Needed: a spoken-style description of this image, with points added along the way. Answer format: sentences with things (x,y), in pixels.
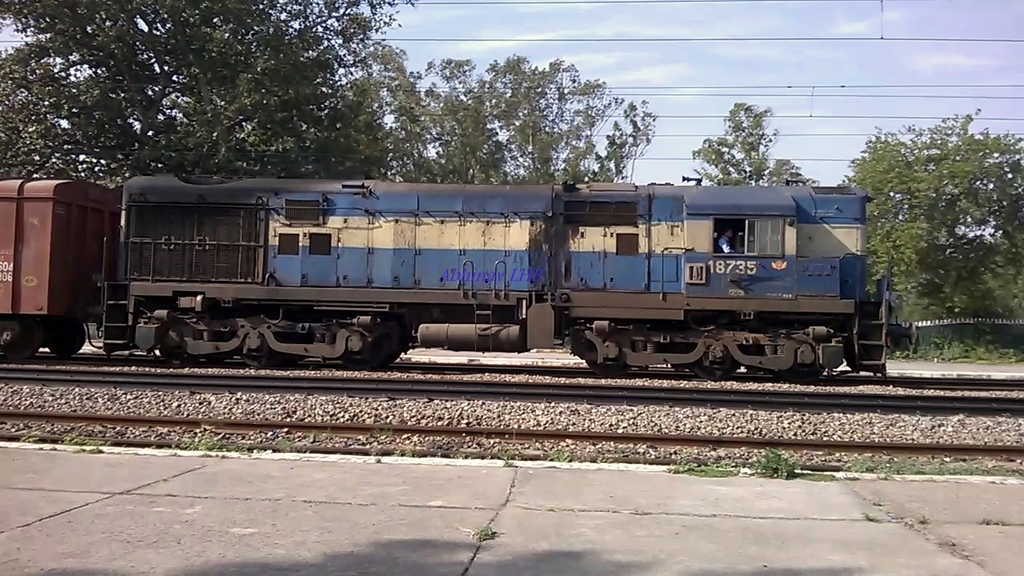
There is a platform (564,550). In the background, there is a railway track (233,426), beside this, there is a train (279,221) on the railway track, there are trees (950,202), electric lines (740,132) and there are clouds (500,35) in the sky (906,53).
